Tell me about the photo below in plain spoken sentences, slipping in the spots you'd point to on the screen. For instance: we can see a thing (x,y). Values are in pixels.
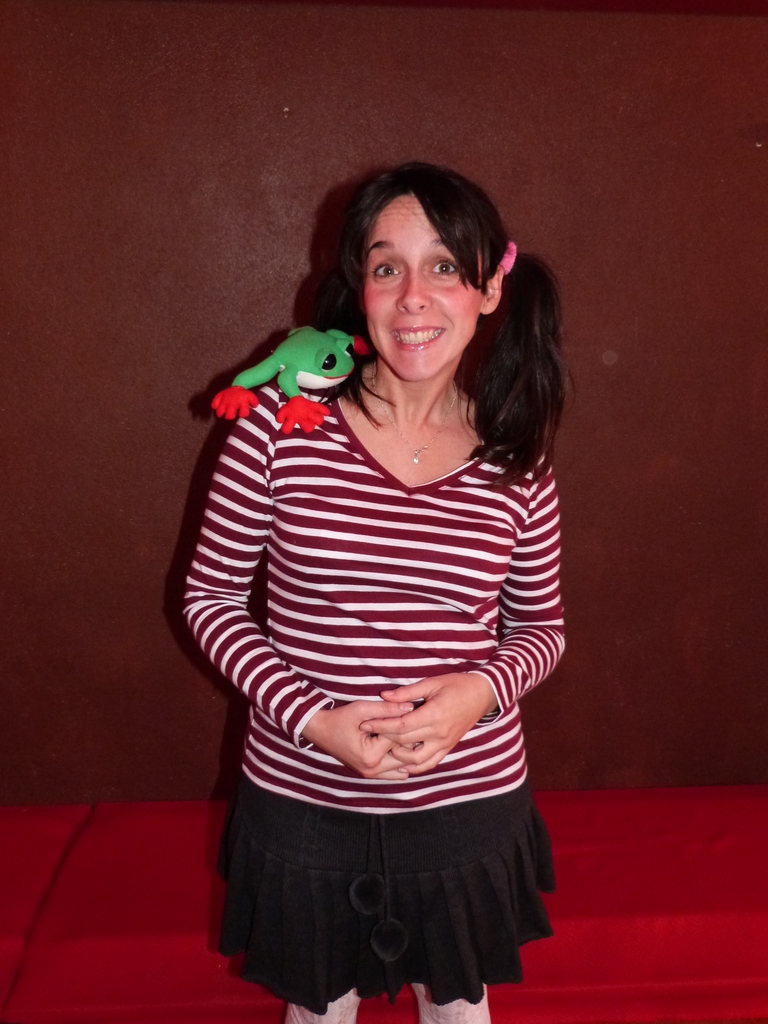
There is one woman (405,667) standing in the middle of this image (391,671) and there is one frog toy (315,357) is present on her shoulders (324,399). There is a wall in the background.
